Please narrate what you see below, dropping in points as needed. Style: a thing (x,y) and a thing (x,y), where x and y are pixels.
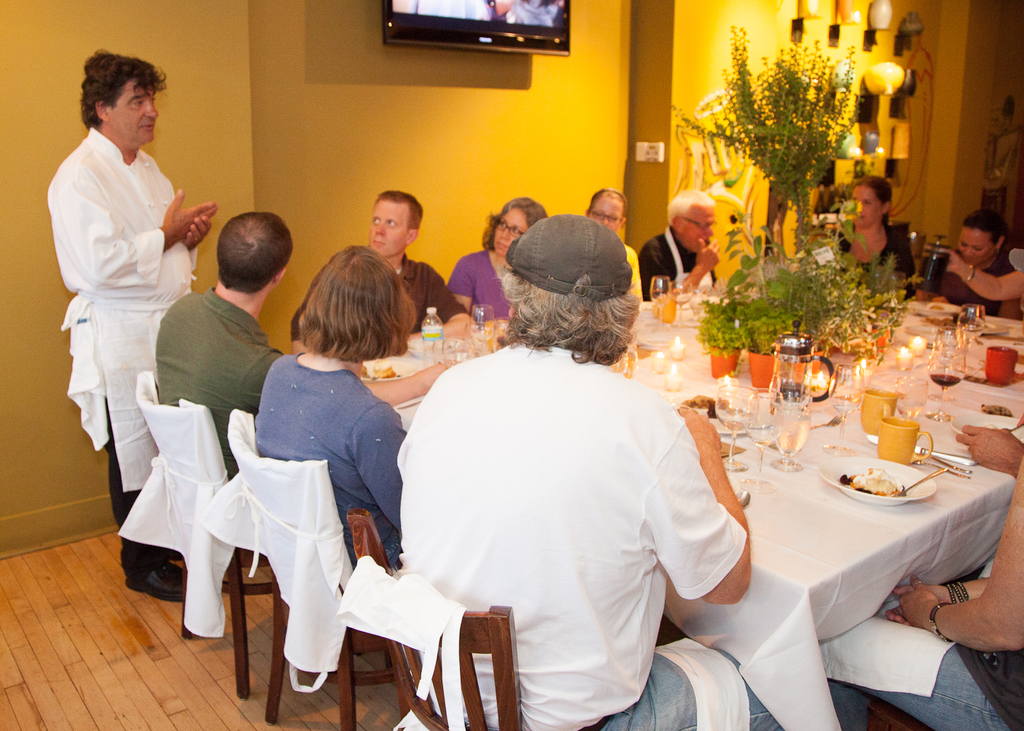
It's a closed room (460,230) where number of people (464,525) are seated on the chairs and in front of them there is a big table (764,497) where glasses (798,441), cups (893,430) and plates (912,479) with spoons (904,490) and food (892,487) is present and in the left side of the picture (105,163) a person (106,332) is standing wearing white dress (110,293), behind him there is a wall (410,118) in yellow colour and a tv (520,46) is present on the wall (680,68) and there are some things (880,84) attached to the wall (880,140) and in the center of the picture (585,465) a person (561,529) who is wearing white shirt (560,468) also wearing a cap (558,279) and there are candles (668,379) on the table (890,364) and some plants (816,298) too.
